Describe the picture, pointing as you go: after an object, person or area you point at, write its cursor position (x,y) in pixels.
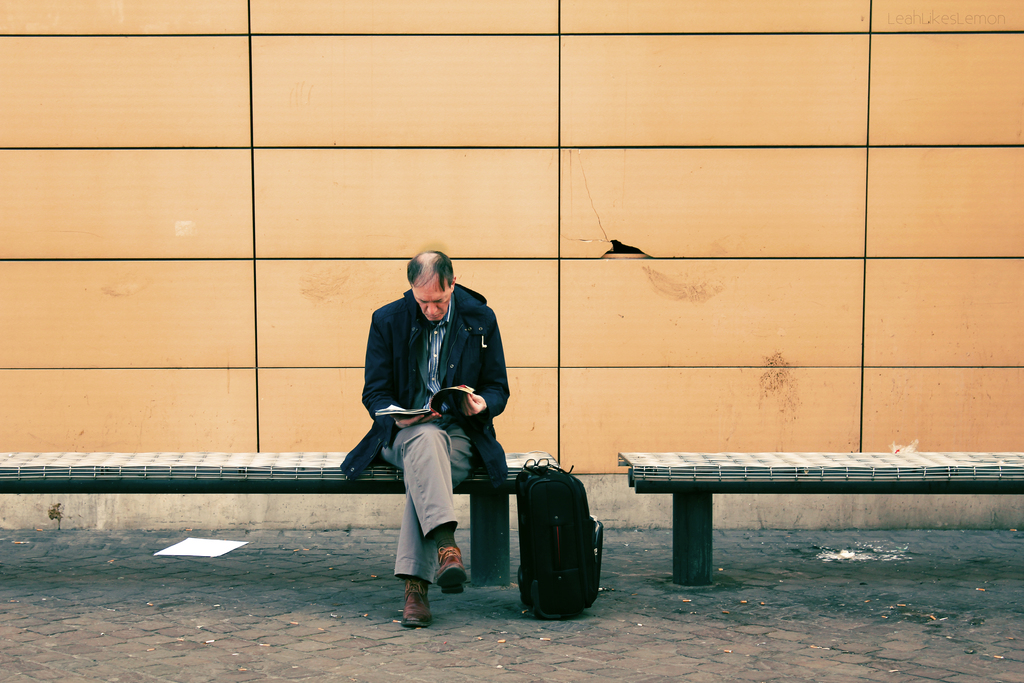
This person (364,453) sitting on the bench (367,486) and holding book (446,410). This is bag (543,549). On the background (706,287) we can see wall (568,199).
